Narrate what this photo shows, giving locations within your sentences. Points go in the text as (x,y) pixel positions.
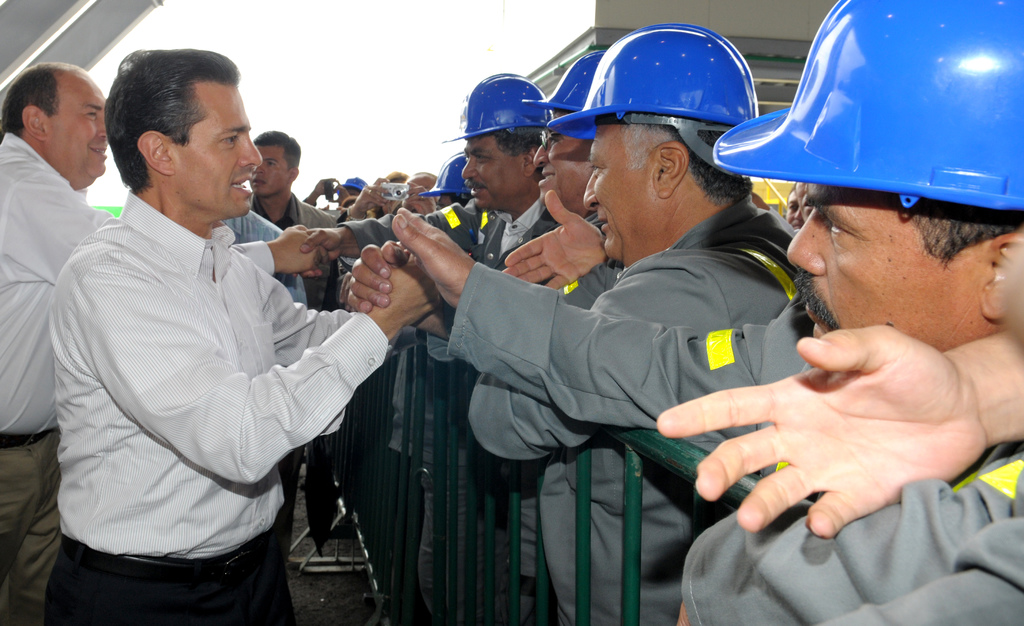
In this picture we can see some people (502,373) are standing, there are barricades (496,481) in the middle (421,403), the people (893,267) on the right side (882,272) are wearing helmets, a person (414,208) in the background (429,199) is holding a camera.
